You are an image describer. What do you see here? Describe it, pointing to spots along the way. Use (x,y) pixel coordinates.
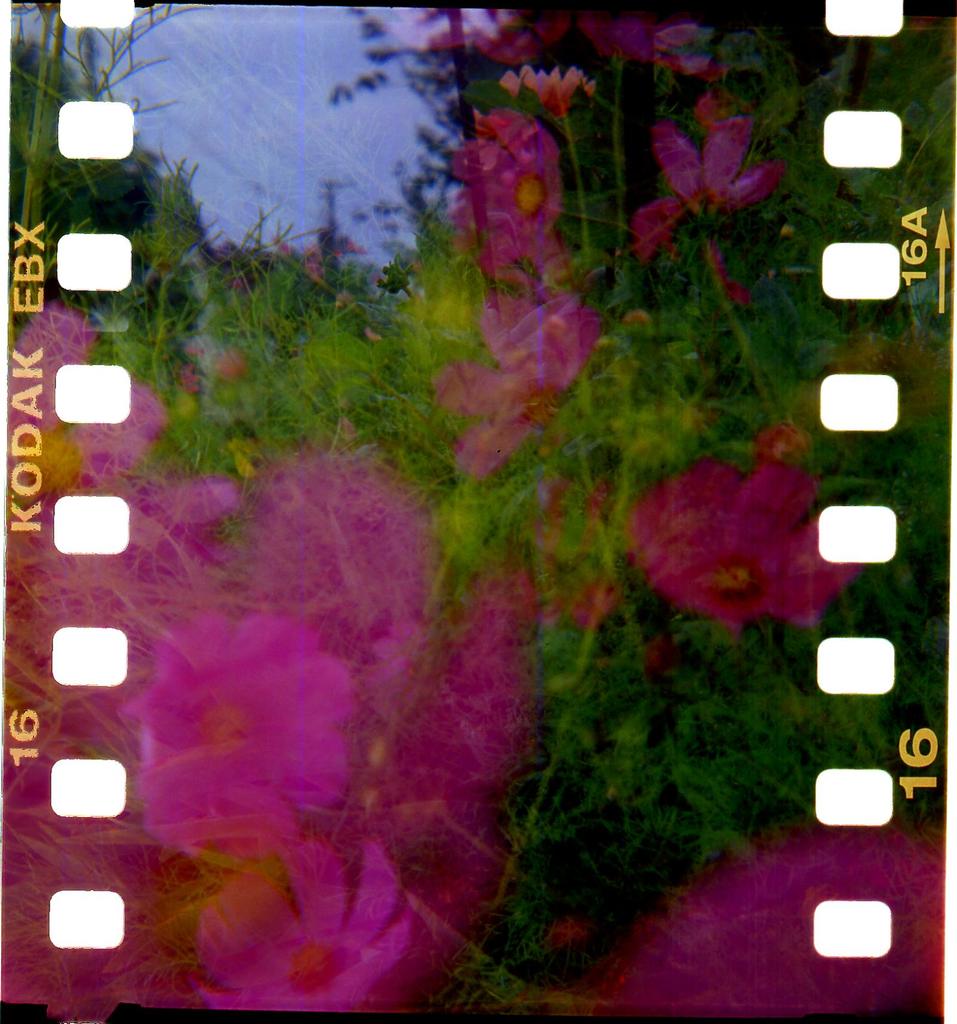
In the image we can see there are many flowers (549,327), pink in color. These are the plants (356,360), electric pole (335,244), pale blue sky (249,63) and a text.
